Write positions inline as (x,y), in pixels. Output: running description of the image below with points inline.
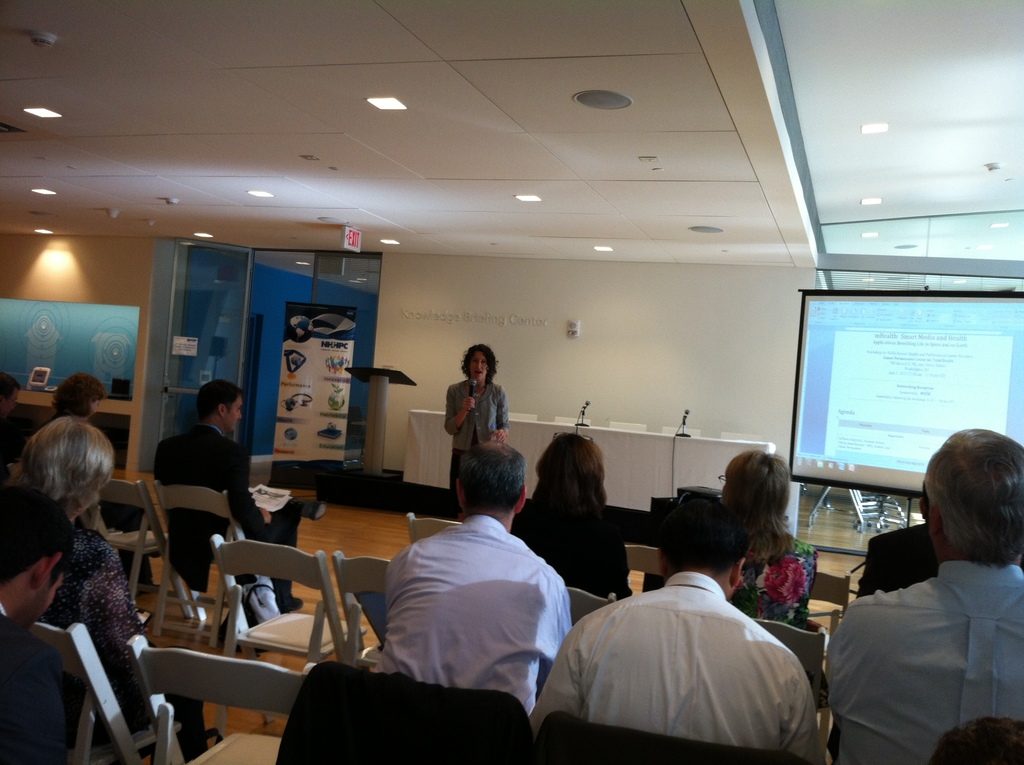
The picture is taken inside a hall (787,436). Many people (412,575) are sitting on chairs (260,549). In front of them there is lady (494,423) who is talking. She is holding one mic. Behind the lady (483,399) there is table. On the table (573,429) there are mics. On the right hand side (965,341) there is projector screen (857,355). In the background (373,368) there is a podium (373,388). Beside the podium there is a banner (305,377). Behind the banner (299,321) there is a door (234,287). There are lights (382,103) on the ceiling (400,143).
